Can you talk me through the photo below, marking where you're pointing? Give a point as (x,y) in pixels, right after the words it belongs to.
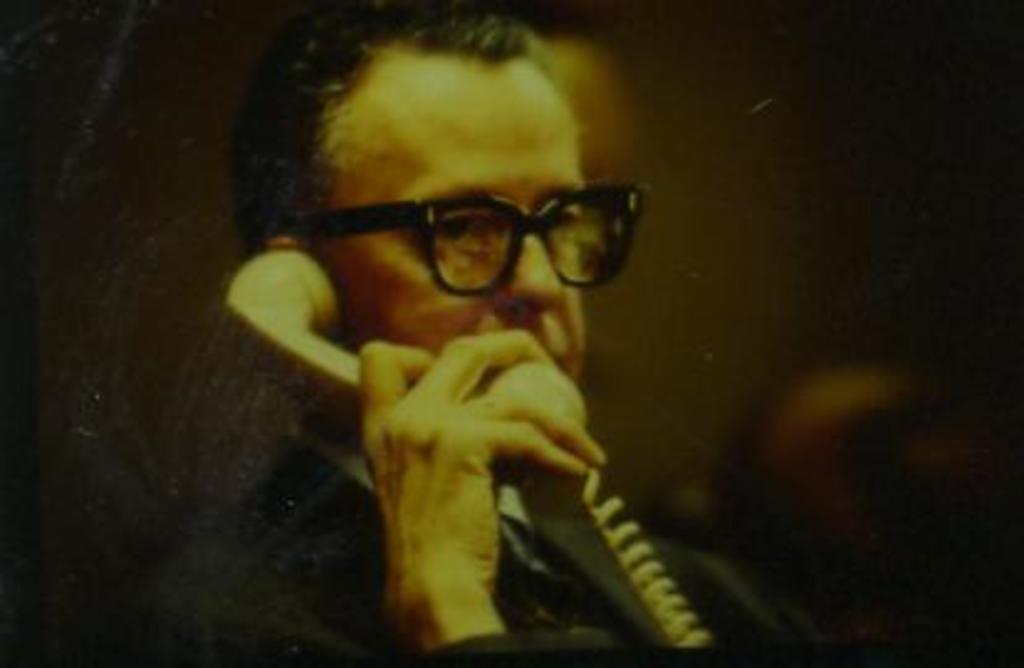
In this image I can see a man (491,288) holding a telephone (549,391) in the hand (415,426) and looking towards the right side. I can see the background (844,222) in black color.
